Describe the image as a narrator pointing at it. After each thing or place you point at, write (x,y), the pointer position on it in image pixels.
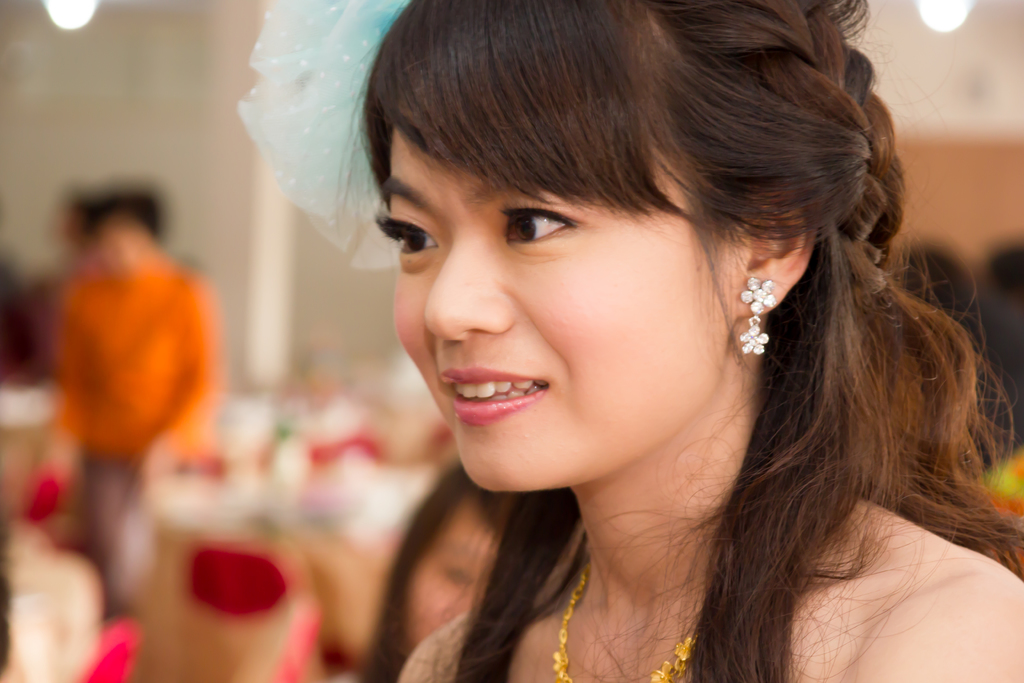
In this picture in the front (645,485) there is a woman (651,493) smiling. In the background (114,350) there are persons (418,535) visible.
